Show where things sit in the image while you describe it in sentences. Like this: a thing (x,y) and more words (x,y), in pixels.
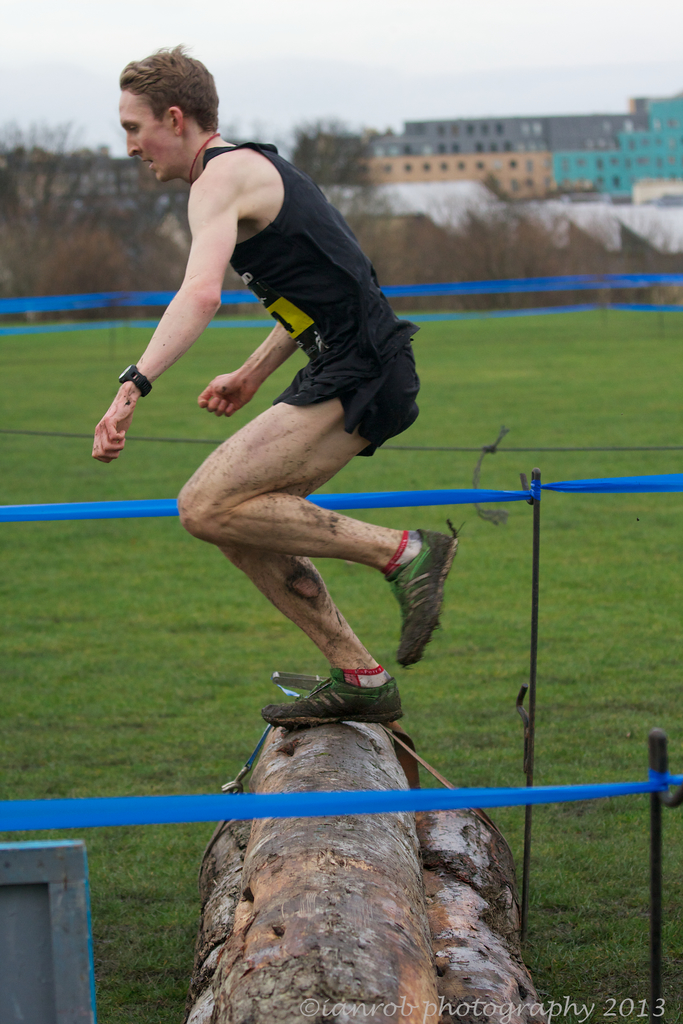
At the bottom of the image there are some stems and fencing (39,799). In the middle of the image (426,643) a man (131,87) is running. Behind him there are some trees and buildings (682,192). At the top of the image (299,101) there are some clouds (666,77) and sky (360,81).
